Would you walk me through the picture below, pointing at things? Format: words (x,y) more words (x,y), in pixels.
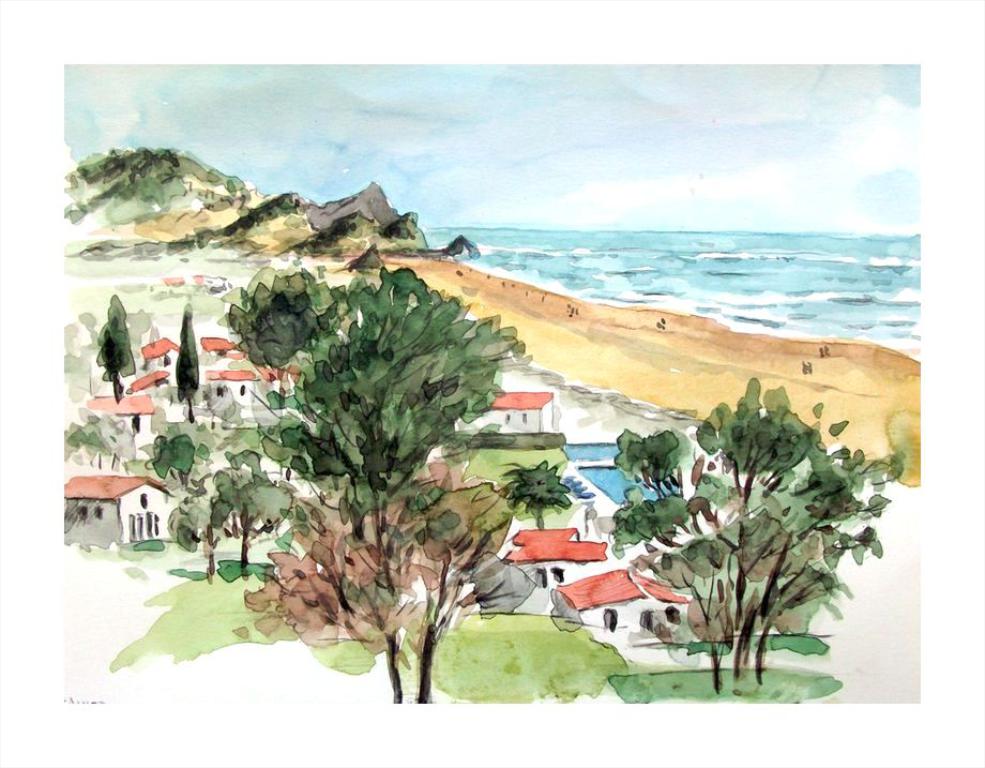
In this image we can see the painting (428,295) of houses (524,540) and trees (714,424). Here we can see the painting (864,326) of an ocean (870,265) on the right side (864,326). Here we can see the mountains (268,204) on the left side (224,239). This is a sky (384,172) with clouds (716,209).
